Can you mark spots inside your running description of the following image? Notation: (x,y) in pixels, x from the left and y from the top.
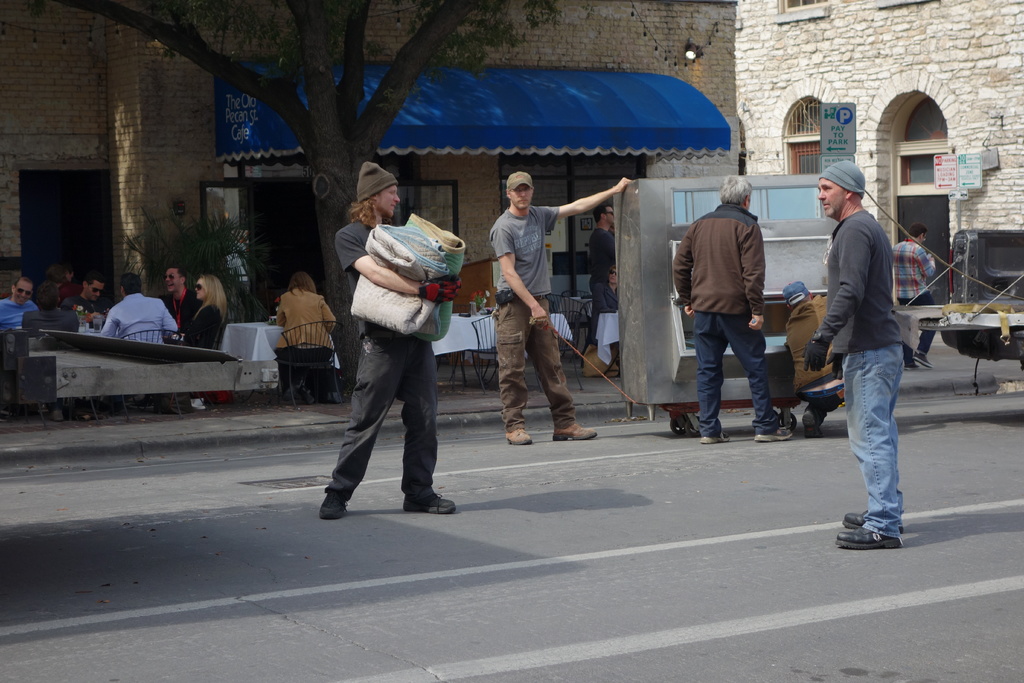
In the middle of the image (420,431) few people (880,523) are standing on the road (1003,530). Behind him few people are sitting and there are some tables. At the top of the image (980,132) there are some buildings (933,170) and trees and sign boards (847,123).
